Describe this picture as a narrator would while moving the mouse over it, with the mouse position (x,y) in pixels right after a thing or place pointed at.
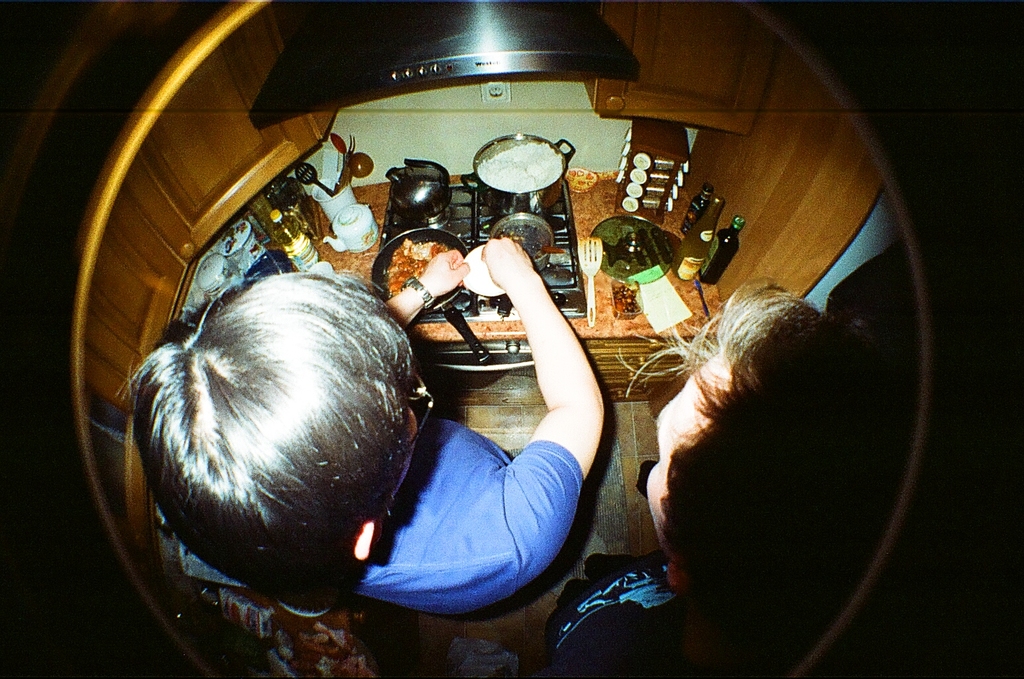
This image is clicked from a top view. There are two people (531,558) standing. In front of them there is a kitchen platform (616,318). On the platform (607,332) there is a four burner stove (552,282). There are utensils (416,206) on the stove (474,306). Beside the stove (566,244) there are bottles (713,257), cutlery (356,162), jars (246,244) and bowls (208,273). At the top (353,43) there is a chimney (470,42).
